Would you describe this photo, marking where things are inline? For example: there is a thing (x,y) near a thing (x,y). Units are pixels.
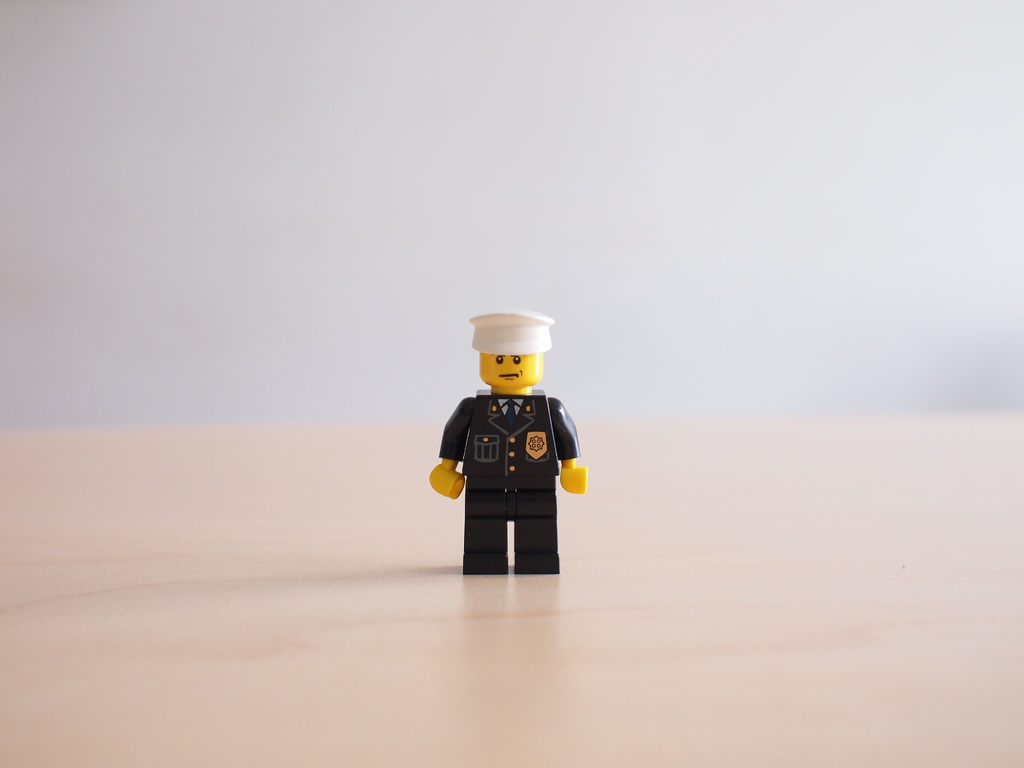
In the picture we can see a toy man (537,438) which is in blue uniform (544,427) with yellow hands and face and white cap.
